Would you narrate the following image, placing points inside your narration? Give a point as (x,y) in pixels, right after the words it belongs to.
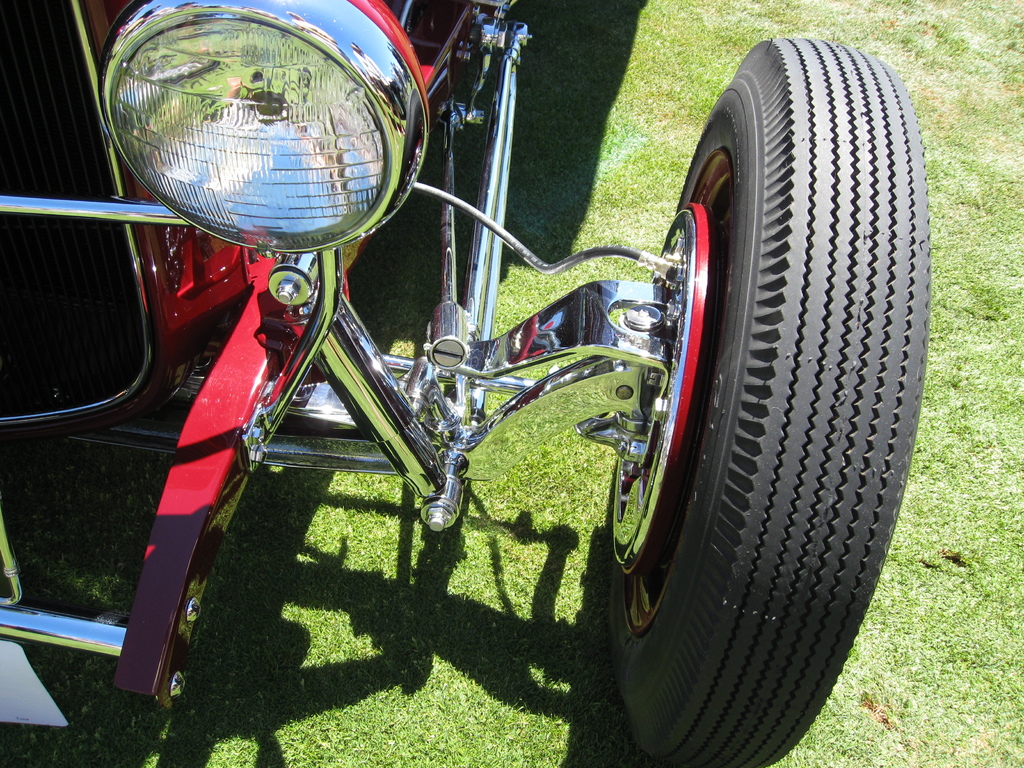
In this image I can see a vehicle (232,363) which is red, silver and black in color on the ground (530,229). I can see some grass (692,103) on the ground (930,49).
